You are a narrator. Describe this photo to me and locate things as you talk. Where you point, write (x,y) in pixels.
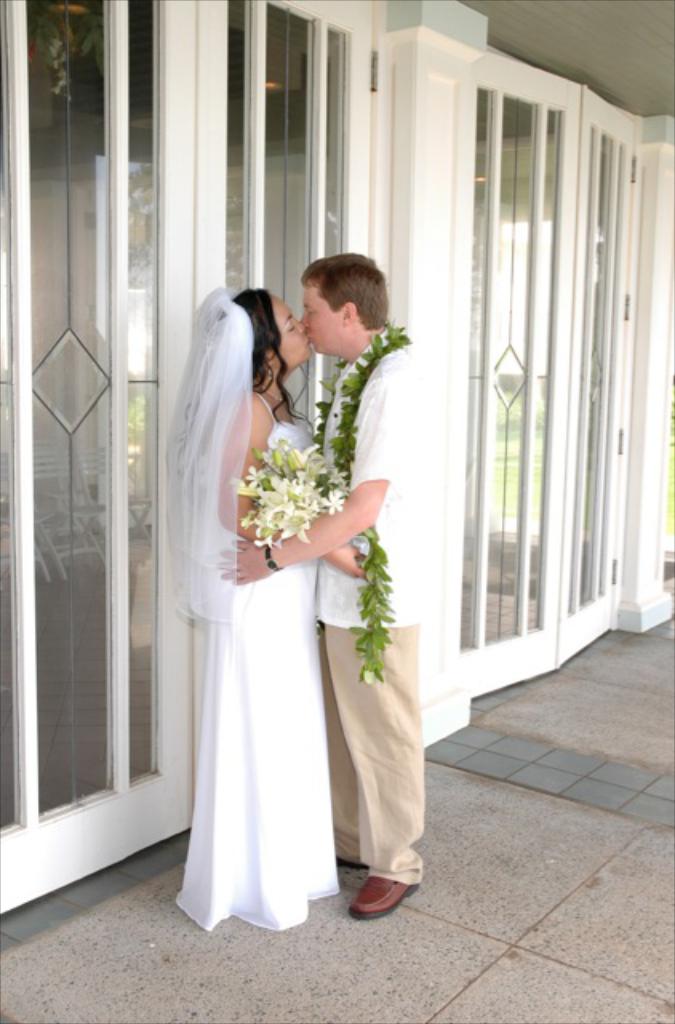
In the middle (346,584) a man (291,552) is standing and kissing this girl (341,558), he wore white color shirt (398,469), this girl (234,756) wore white color dress (249,620), these are the glass windows (586,531) and doors (109,735).
